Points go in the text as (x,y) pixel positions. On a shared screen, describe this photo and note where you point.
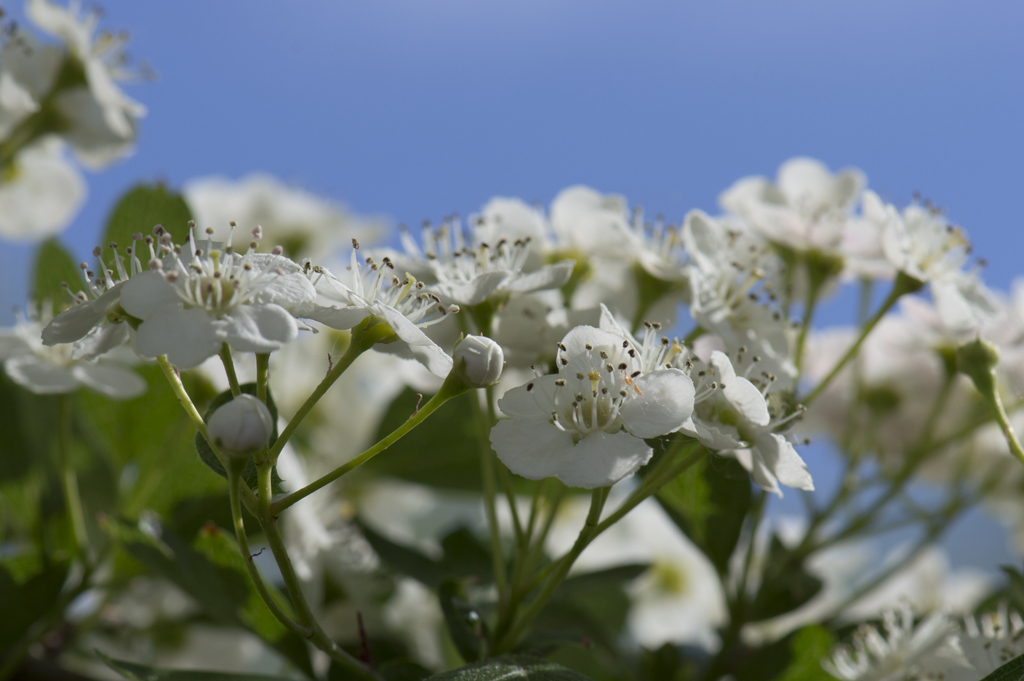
There are white color flowers (542,284) in the foreground area of the image (409,237) and the sky (344,189) in the background (304,156).
